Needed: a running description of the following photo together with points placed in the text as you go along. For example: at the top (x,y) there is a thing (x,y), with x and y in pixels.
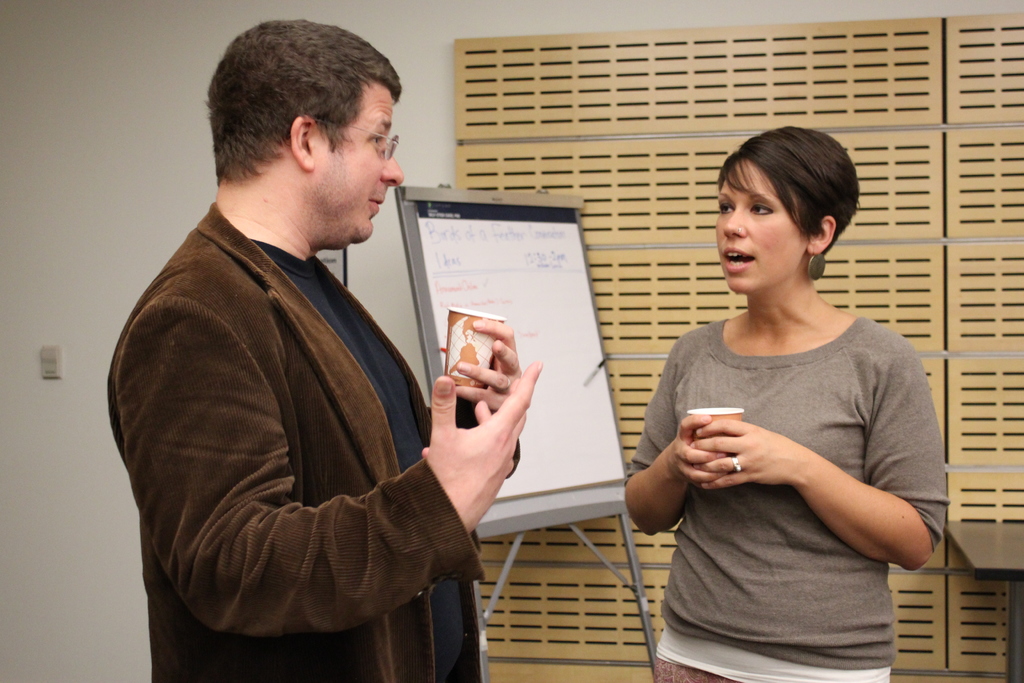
In this image I can see a woman (846,398) wearing grey colored dress (831,443) is standing and holding a cup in her hand (722,479) and a man (265,518) wearing black and brown colored dress (271,427) is holding a cup (464,337). In the background (440,329) I can see the wall (132,154) and a white colored board (519,253).
